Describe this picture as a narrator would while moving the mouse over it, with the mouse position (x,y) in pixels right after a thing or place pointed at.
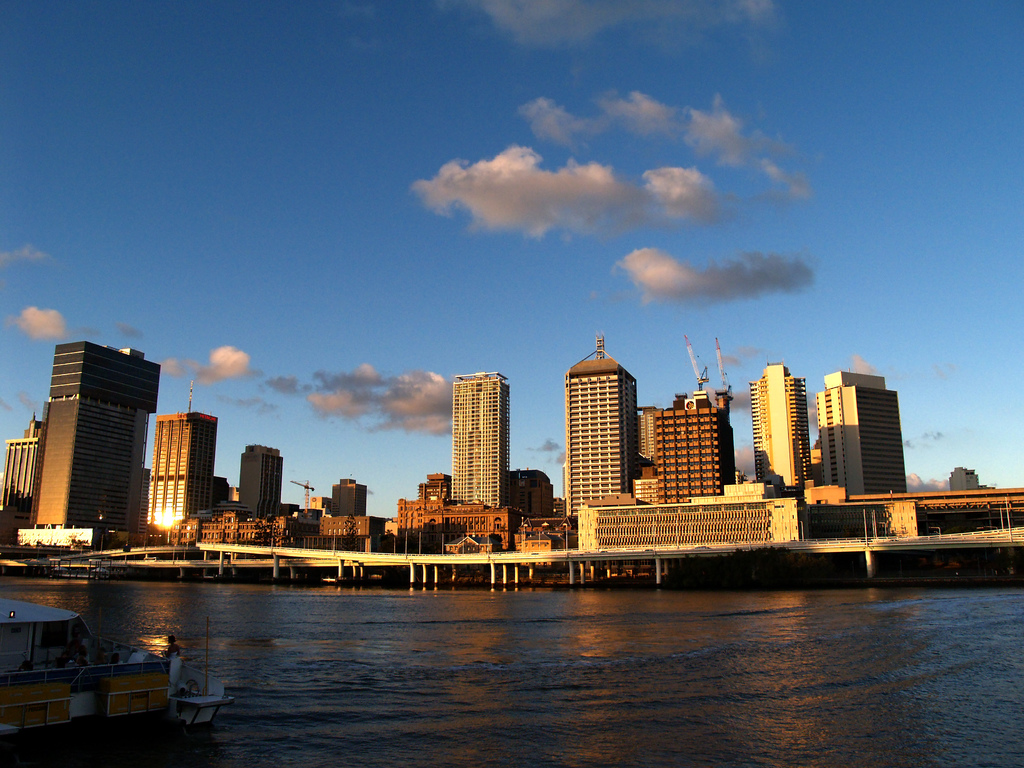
In this image there is water (386,666) at the bottom (400,699). In the water (417,699) there is a boat (156,673). In the background (138,452) there are tall buildings (179,463) one beside the other. In front of the buildings (604,509) there is a bridge (643,554). At the top (284,104) there is sky (318,137) with the clouds (548,199).
